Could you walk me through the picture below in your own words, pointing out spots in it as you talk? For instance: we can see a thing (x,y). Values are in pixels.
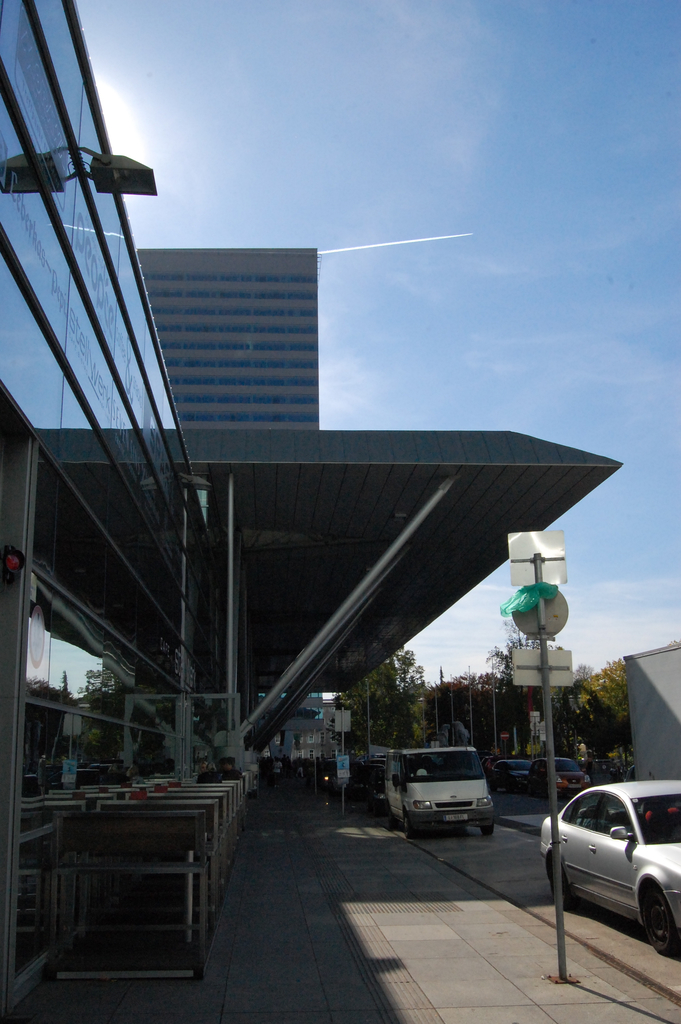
In this picture we can see there are poles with sign boards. On the left side of the poles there are some objects (101,178) and a building (114,202). On the right side of the poles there are trees (481,699) and some vehicles (636,826) on the road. Behind the trees (491,701) there is the sky (568,417).
